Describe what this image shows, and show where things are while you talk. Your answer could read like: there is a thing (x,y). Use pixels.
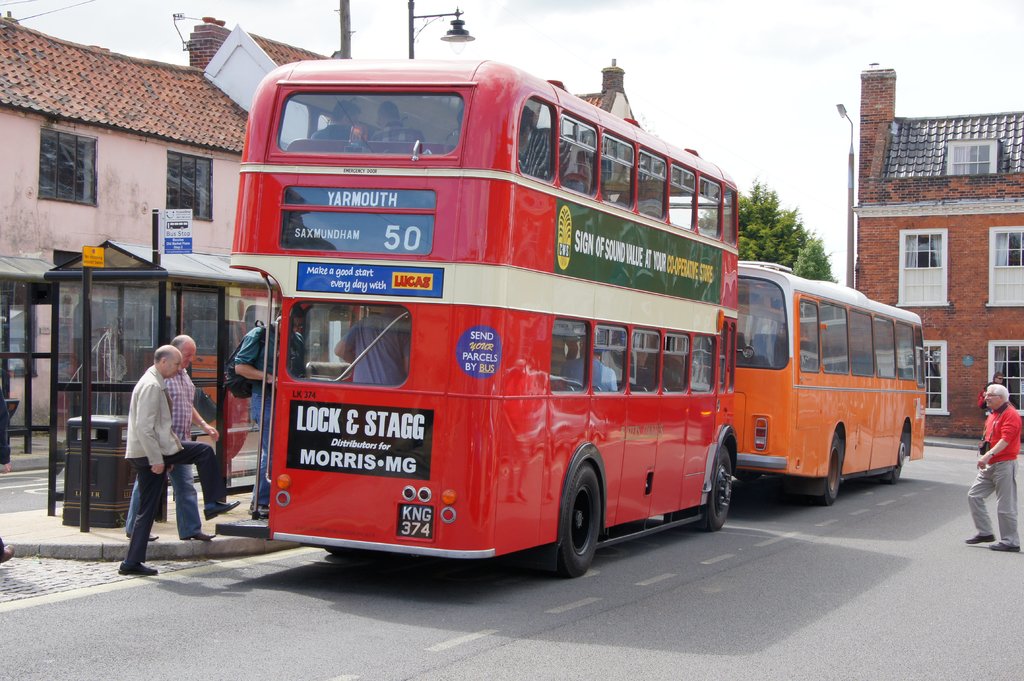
In this picture there are buses (558,253) in the center of the image (460,312), there are people (141,394) those who are about to board in the bus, on the left side of the image (138,422) and there are houses (981,306) on the right (995,268) and left side of the image (141,209), there is a tree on the right side of the image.
